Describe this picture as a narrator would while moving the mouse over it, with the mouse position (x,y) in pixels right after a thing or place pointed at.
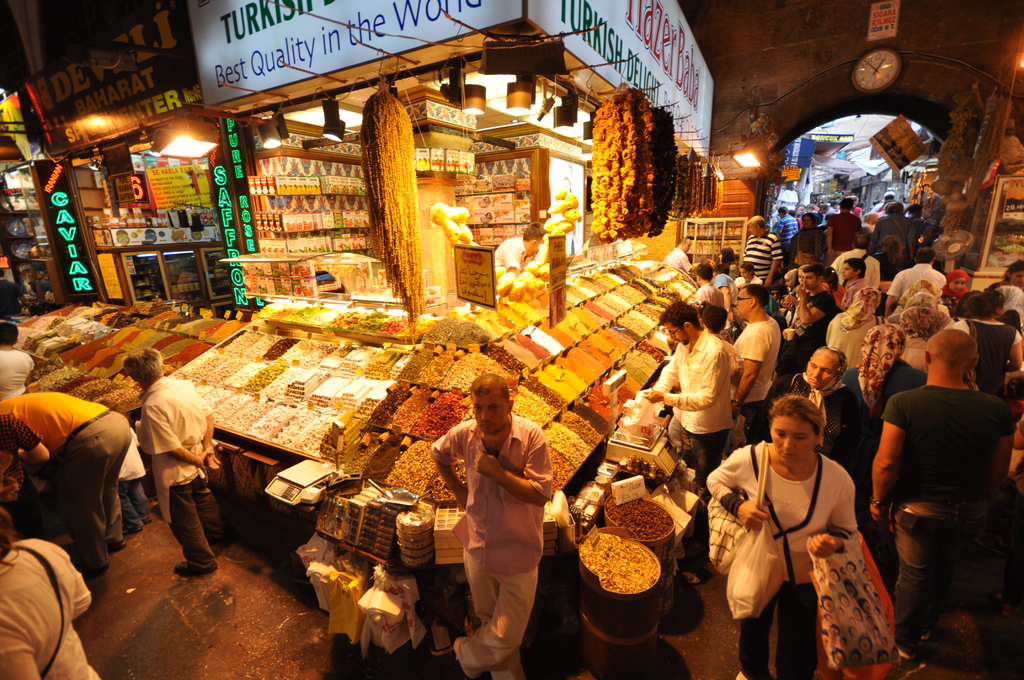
In this image I can see number of people (510,481) are standing. I can also see number of stuffs (472,354) in these boxes (343,416). In the background (87,262) I can see few boards (76,287) and on these boards (183,96) I can see something is written. Over there I can see a clock (893,65) and few lights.
